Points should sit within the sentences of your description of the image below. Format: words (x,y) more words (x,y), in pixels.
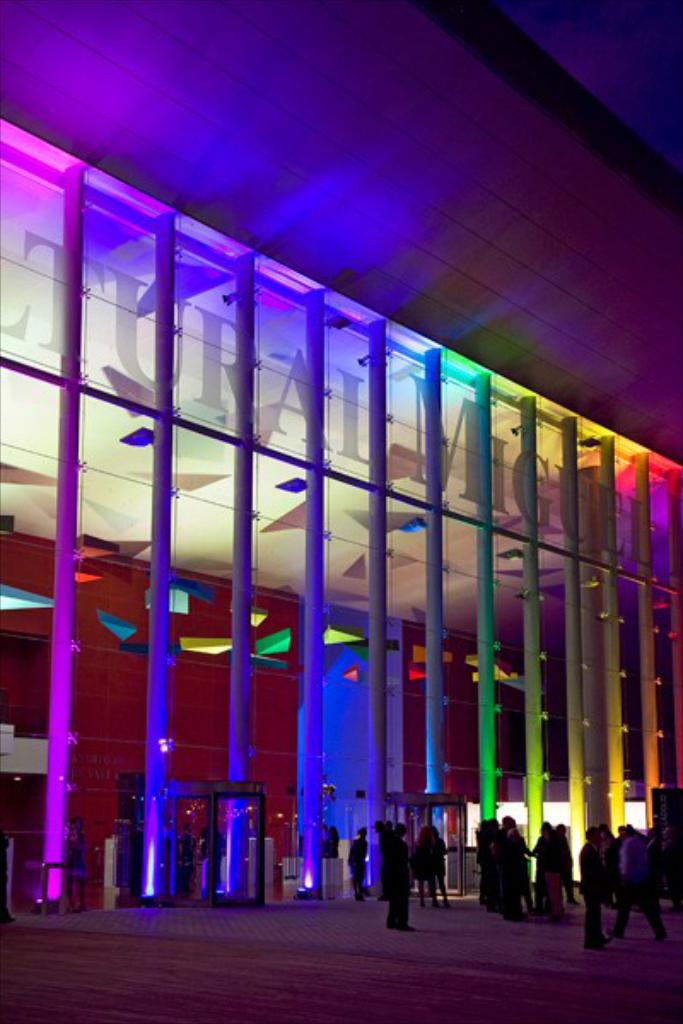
In this image there is a building (479,746). At the bottom (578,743) there are people (420,851) and we can see pillars (72,319) and there are lights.
